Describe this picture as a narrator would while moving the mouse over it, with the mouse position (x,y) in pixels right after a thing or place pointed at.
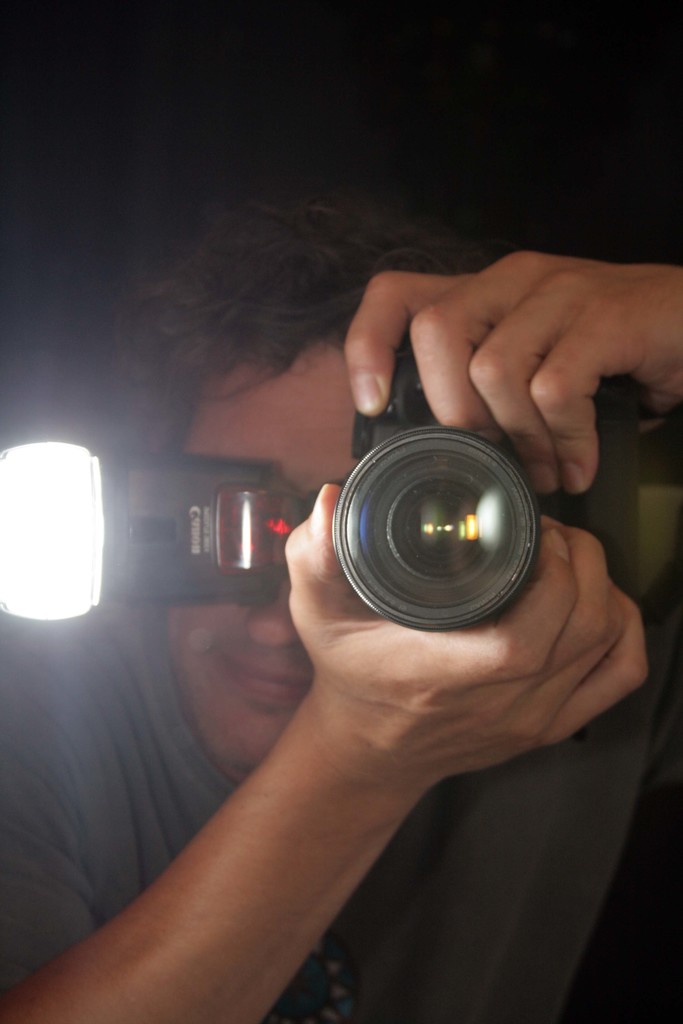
In this image we can see a person (312,424) holding a camera (412,489) and clicking picture.
